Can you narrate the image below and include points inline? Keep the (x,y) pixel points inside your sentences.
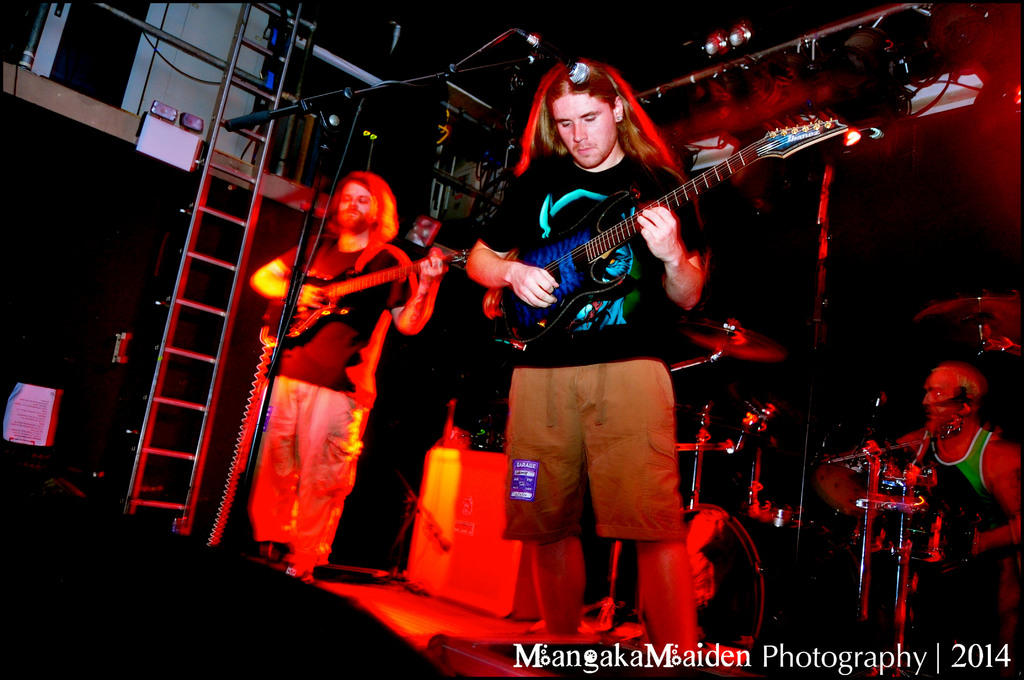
There is a musical event is going on. These both are playing guitars (621,227). Beside these both, there is a man (960,409). He is playing drums (899,495). In the background (999,62), there is a smoke (999,98). Besides this person (315,371), there is a ladder (160,455). These both are on the stage (428,607).
